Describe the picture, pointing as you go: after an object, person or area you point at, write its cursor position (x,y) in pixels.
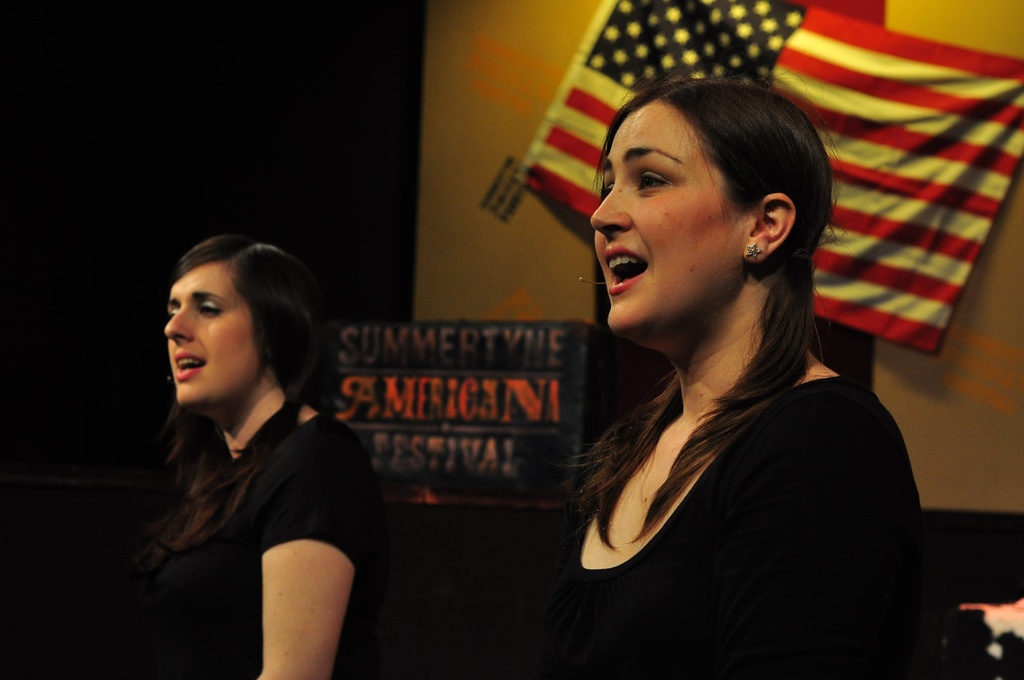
In this image, we can see persons (343,502) wearing clothes (378,491). There is a flag (850,89) on the wall (463,69). There is a board (531,368) in the middle of the image (536,389).
